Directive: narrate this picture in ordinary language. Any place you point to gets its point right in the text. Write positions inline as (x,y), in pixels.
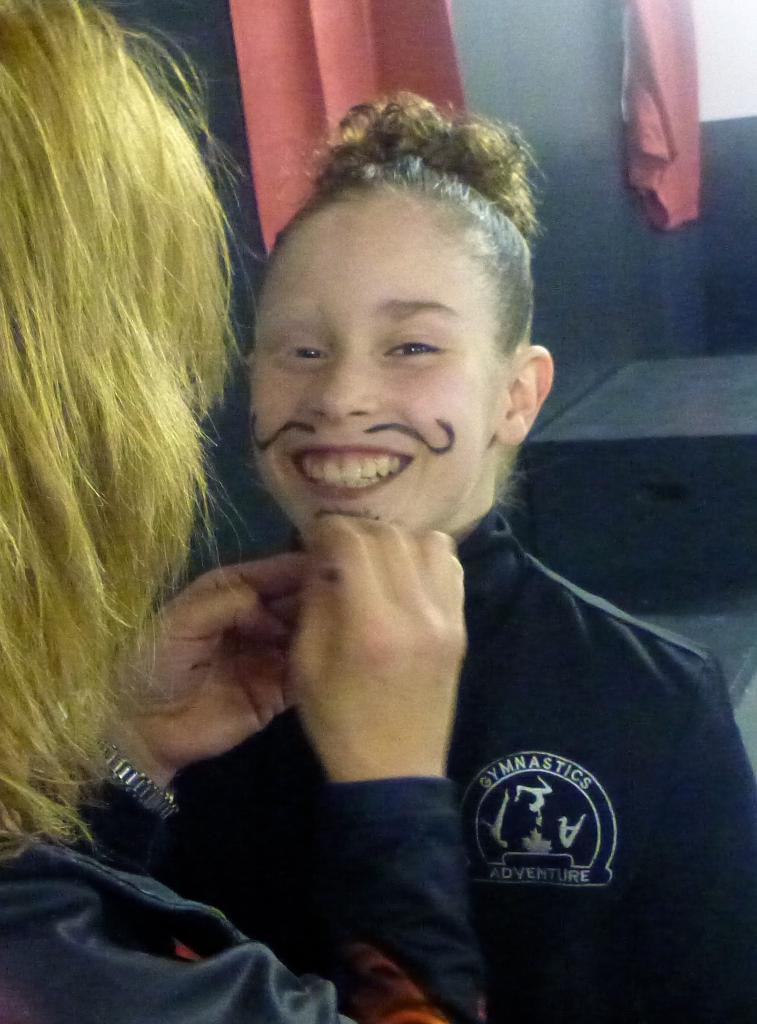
In this image we can see two people (309,713). They are wearing jackets (508,871). In the background (647,58), we can see the wall (604,95) and curtains (310,110).
